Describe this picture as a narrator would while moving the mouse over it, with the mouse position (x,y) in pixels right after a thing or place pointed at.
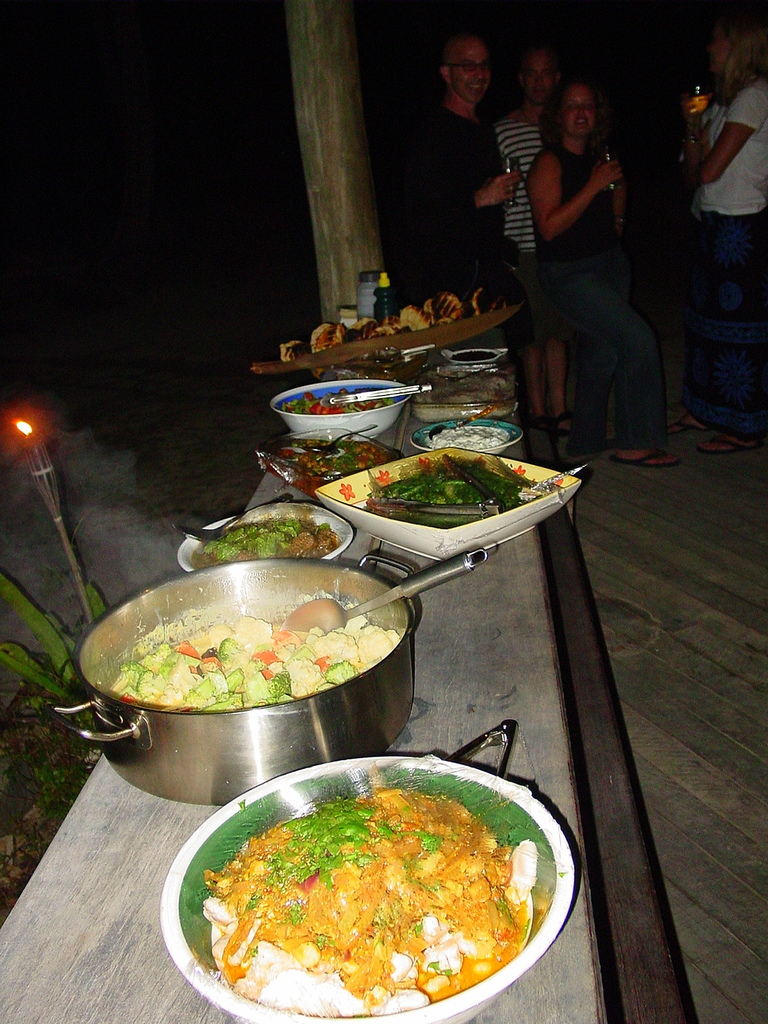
In this image we can see some food items (168,693) placed on top of the table (493,598). And the right side of the image (604,338) we can see group of people (481,135) holding glasses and looking at the camera. And left side (86,607), we can see the wooden object (43,480) with fire (23,428) on it.
